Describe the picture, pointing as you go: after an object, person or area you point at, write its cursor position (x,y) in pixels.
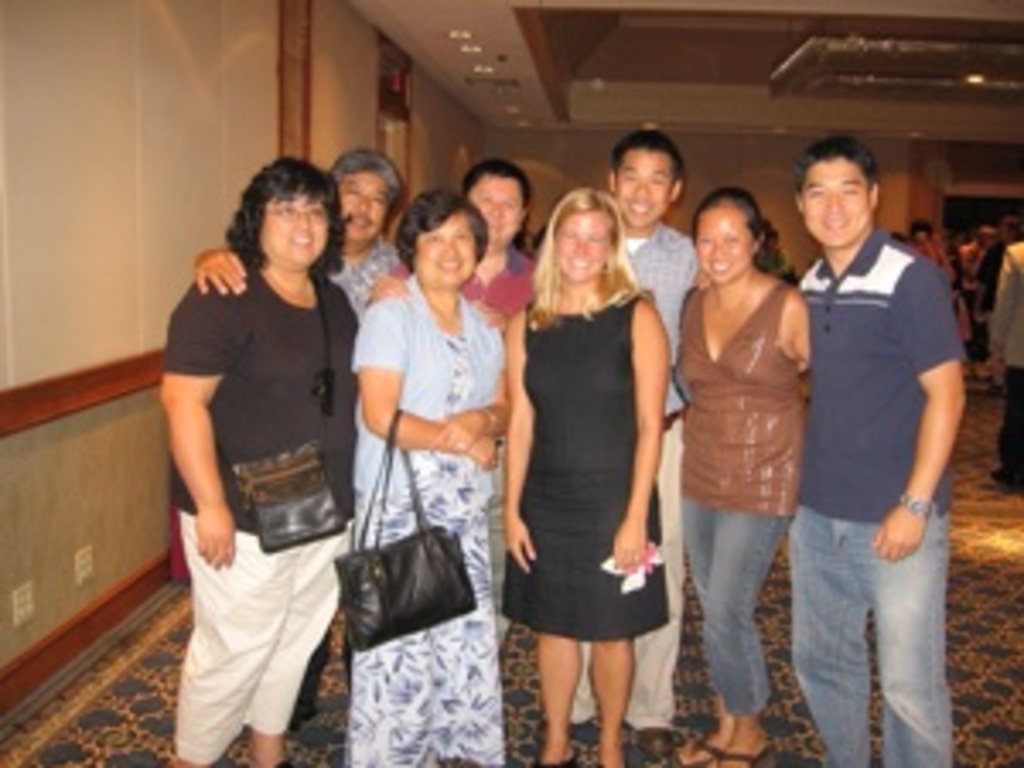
Here we can see few persons (664,423) are posing to a camera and they are smiling. There is a carpet (124,710) on the floor (974,721). In the background (748,176) we can see few persons (993,235) and a wall (441,133).
